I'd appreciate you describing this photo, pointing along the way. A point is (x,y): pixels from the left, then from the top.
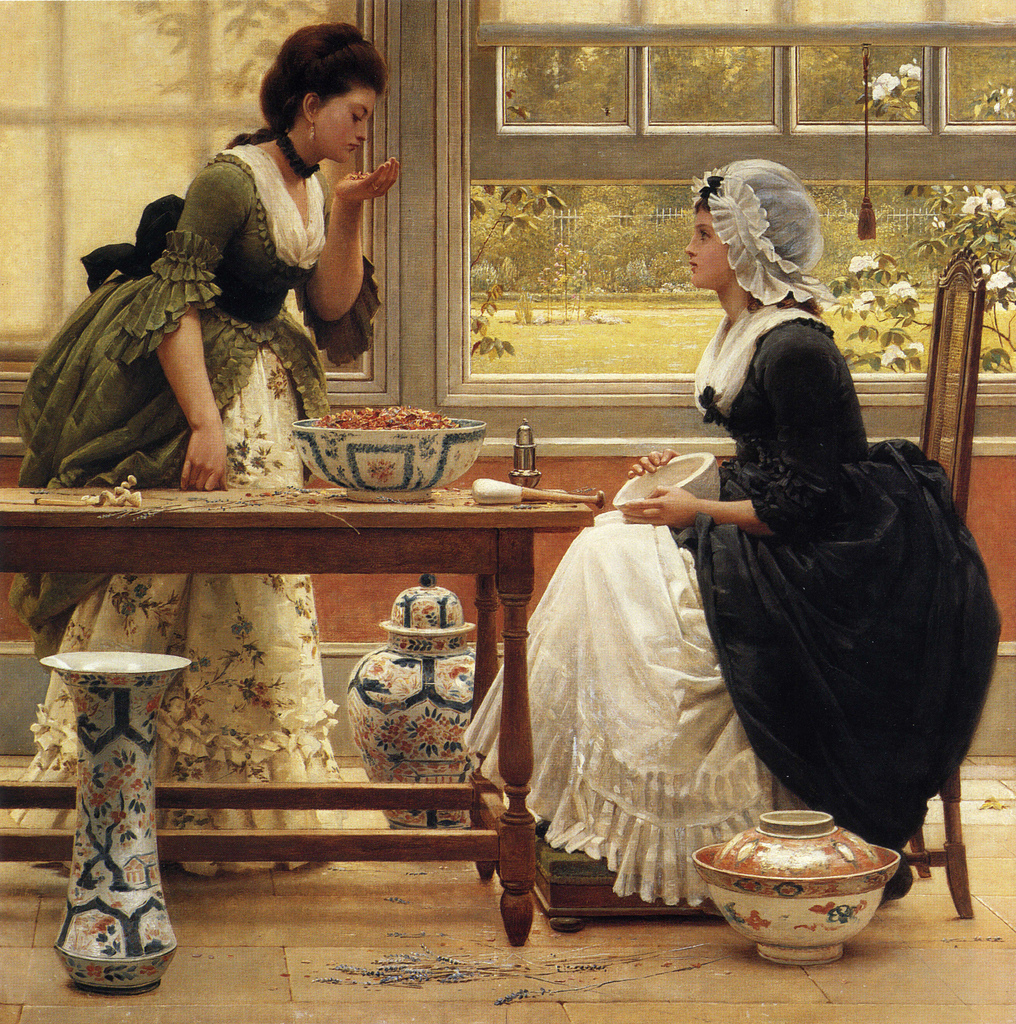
Here in this picture on the right side (849,492) we can see a woman (859,421) sitting on a chair (933,430) with a bowl (697,476) in her hand (692,518) and in front of a her we can see a woman (349,60) standing and there is a table (15,494) in front of them having a bowl (445,459) on it with full of something and we can see bowls (428,466) and vases (386,735) present here and there and behind them we can see a window (778,39) and there are plants (615,209) and trees (629,197) present.
